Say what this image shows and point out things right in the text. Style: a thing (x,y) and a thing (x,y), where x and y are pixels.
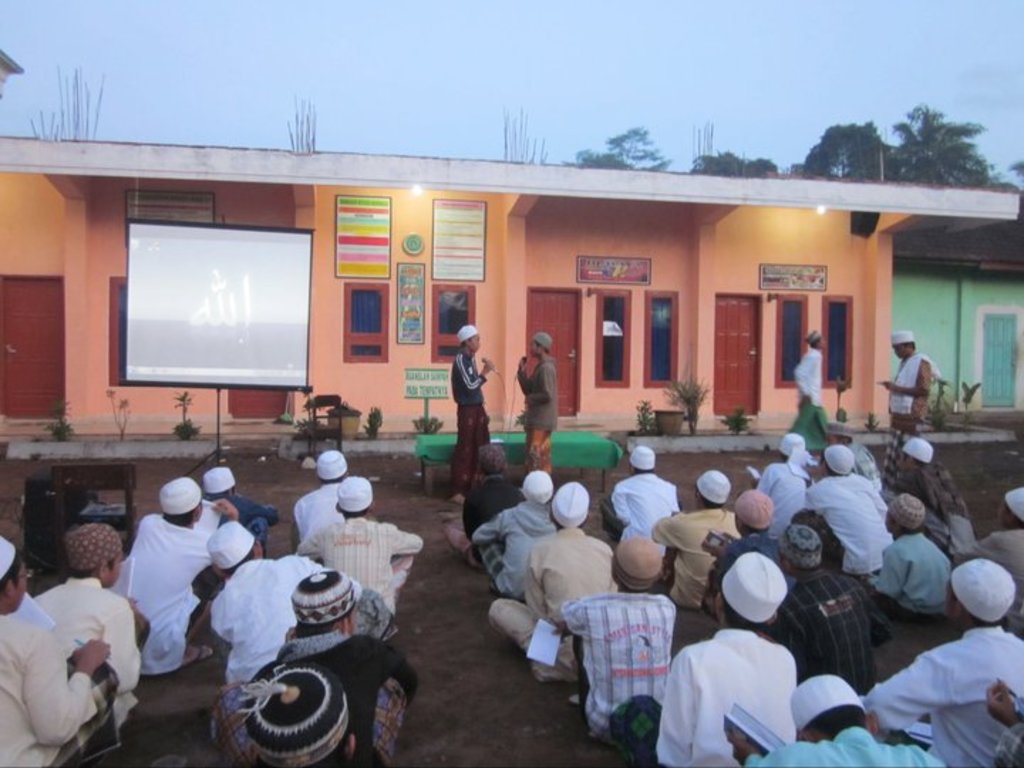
In this picture I can see a group of people (189,627) are sitting on the ground (487,665) at the bottom (584,643), in the middle (467,390) two persons (477,402) are speaking in the microphones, on the left side (196,242) there is a projector screen (266,348). In the background (791,267) there are frames (346,256) on the wall (319,321), I can see a building (657,324), on the right side (848,152) there are trees (946,143), at the top (574,79) I can see the sky (368,140).
